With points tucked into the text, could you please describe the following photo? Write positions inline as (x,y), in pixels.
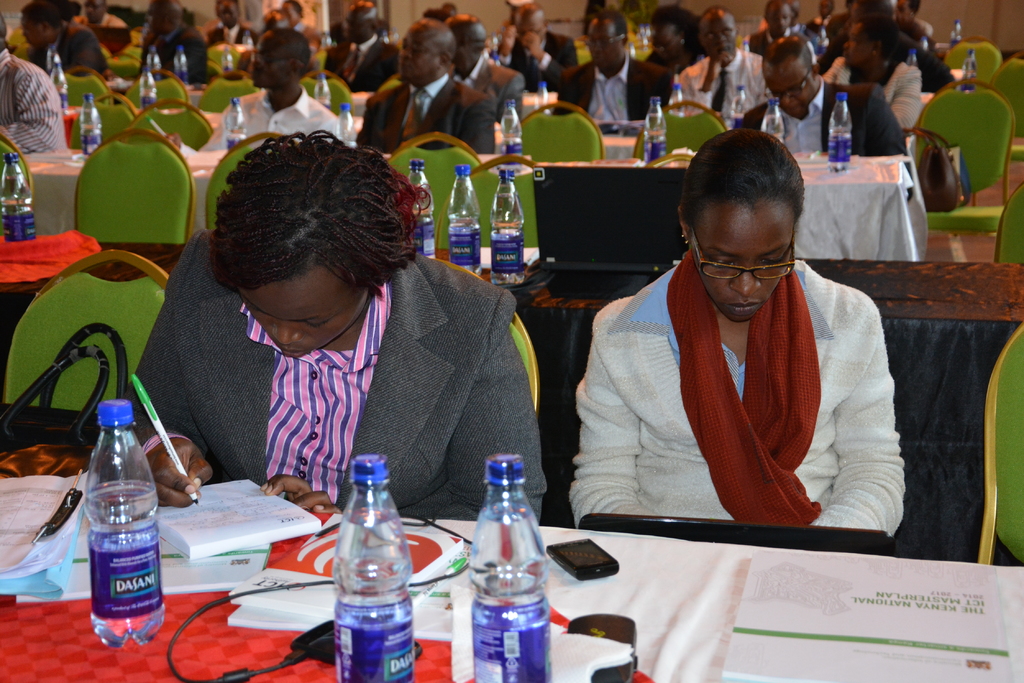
In this picture we can see some persons (662,337) sitting on the green colored chairs (157,167). This is the table (711,594), on the table (711,594) there is a cloth (643,575), mobile (590,540), bottles (408,578), and book (224,538). And she is writing something on the book (218,537).
